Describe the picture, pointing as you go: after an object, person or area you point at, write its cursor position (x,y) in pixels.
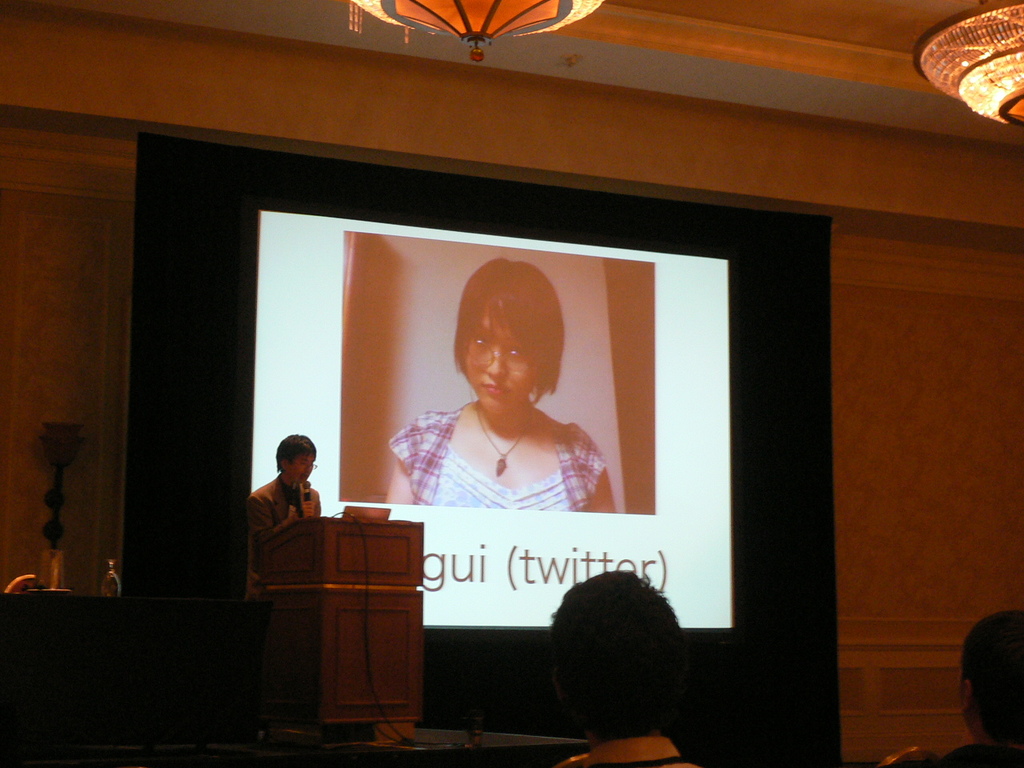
In this picture I can see 2 persons heads (1012,747) in front and in the middle of this picture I can see a podium (301,634) and behind it I can see a person (292,452) standing. In the background (451,270) I can see the projector screen (255,382) on which I can see a photo (433,354) of a woman (461,318) and I see something is written under the photo (484,503). On the top of this picture (536,10) I can see the lights (583,9) and on the left side of this picture (34,641) I see few things (60,495).
